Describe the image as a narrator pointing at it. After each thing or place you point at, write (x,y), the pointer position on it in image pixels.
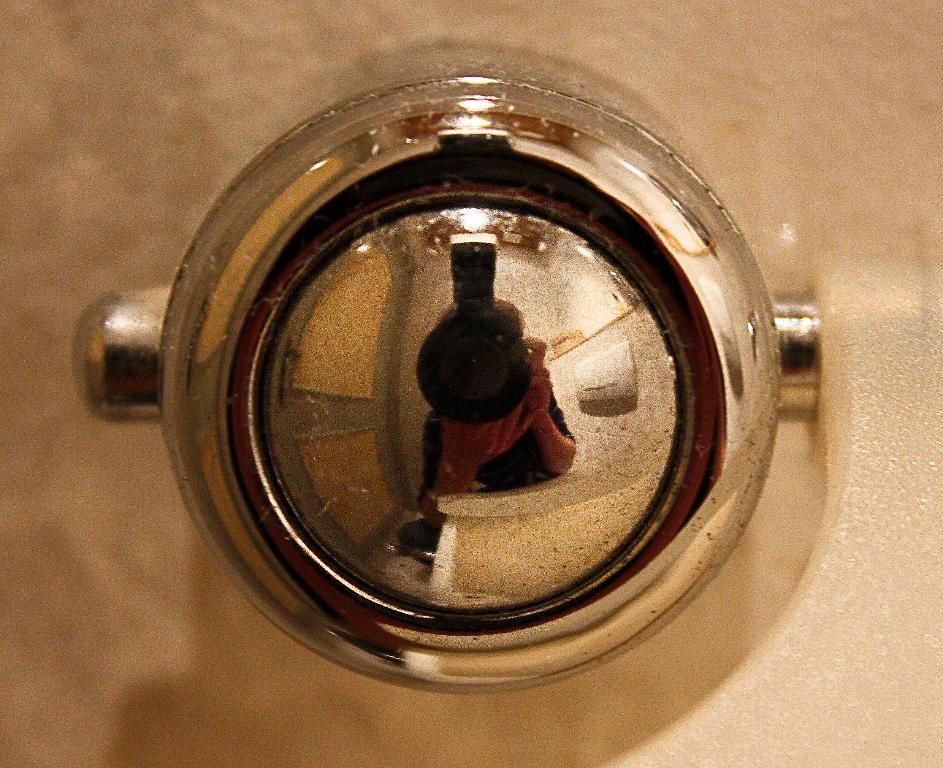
In this picture there is a circle (310,469) in the center of the image (414,353).
